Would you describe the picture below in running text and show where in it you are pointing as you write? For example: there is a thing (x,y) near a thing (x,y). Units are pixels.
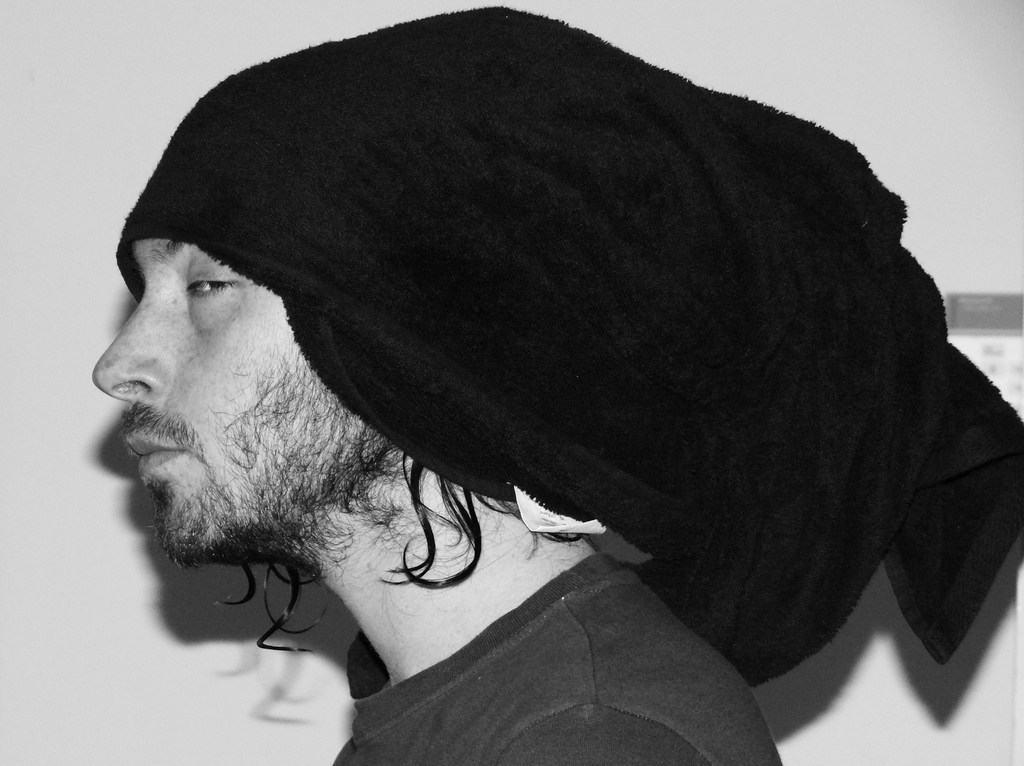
In this picture we can see a person (541,626) and we can see a wall (82,682) in the background (94,687).
